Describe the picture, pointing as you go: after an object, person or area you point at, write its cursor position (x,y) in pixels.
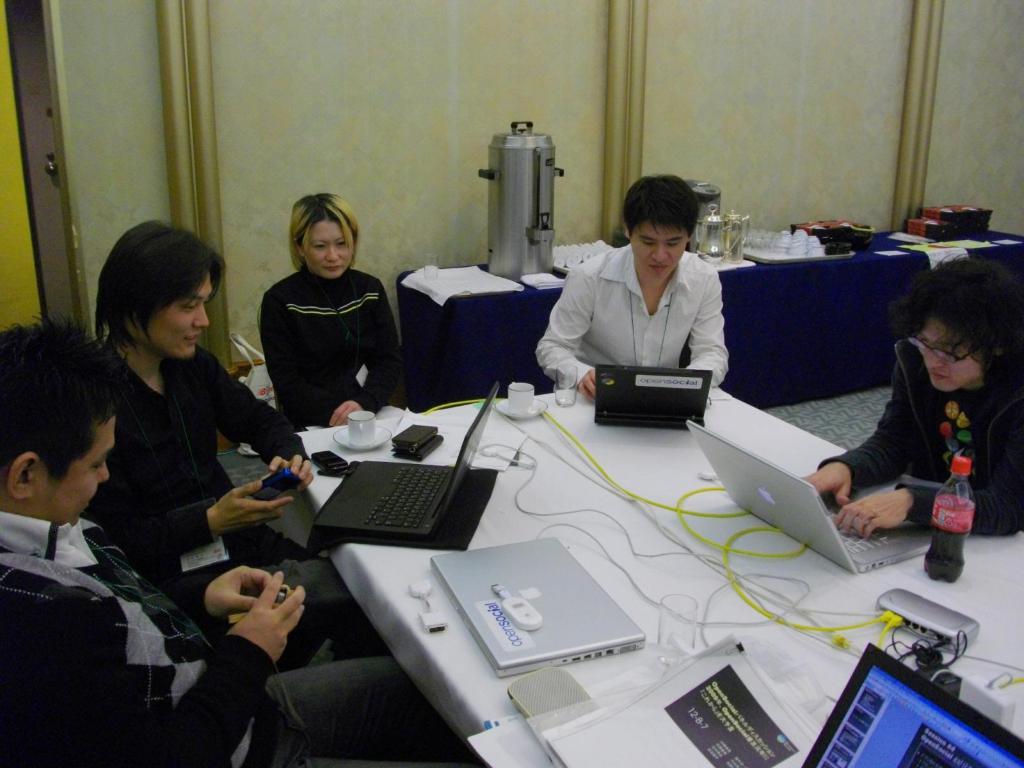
In this image there are group of people (70,559) who are sitting around the table (665,538), and in front of them there is a table (688,575). On the table (1006,553) there are some laptops (392,507), files (623,700), wires (711,561), mobiles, cups (355,435), saucers (516,417), glass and some objects (965,624). And in background (970,250) there is a table (479,322), on the table (533,301) there are some plates (758,250), cups (559,261), box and some objects (525,281). And in the background (268,186) there is a wall (374,121).
